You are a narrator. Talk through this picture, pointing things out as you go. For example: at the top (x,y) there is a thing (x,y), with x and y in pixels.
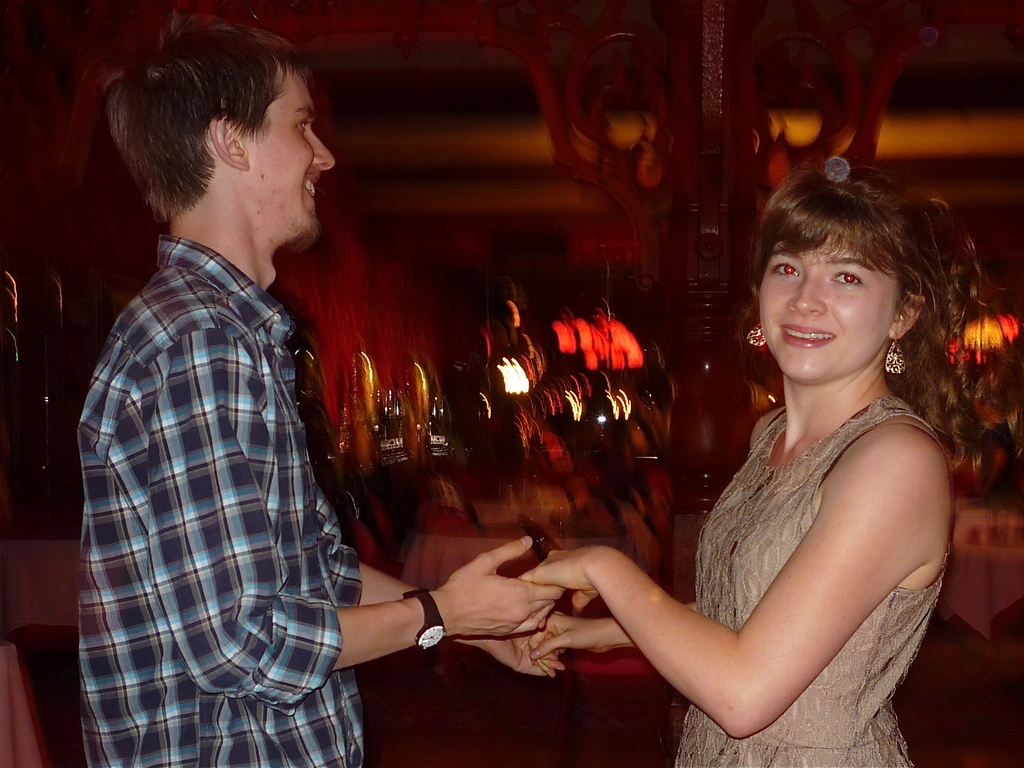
In this image I can see two people (860,454) holding hands (578,590). Background (670,140) is in brown color and it is blurred.
